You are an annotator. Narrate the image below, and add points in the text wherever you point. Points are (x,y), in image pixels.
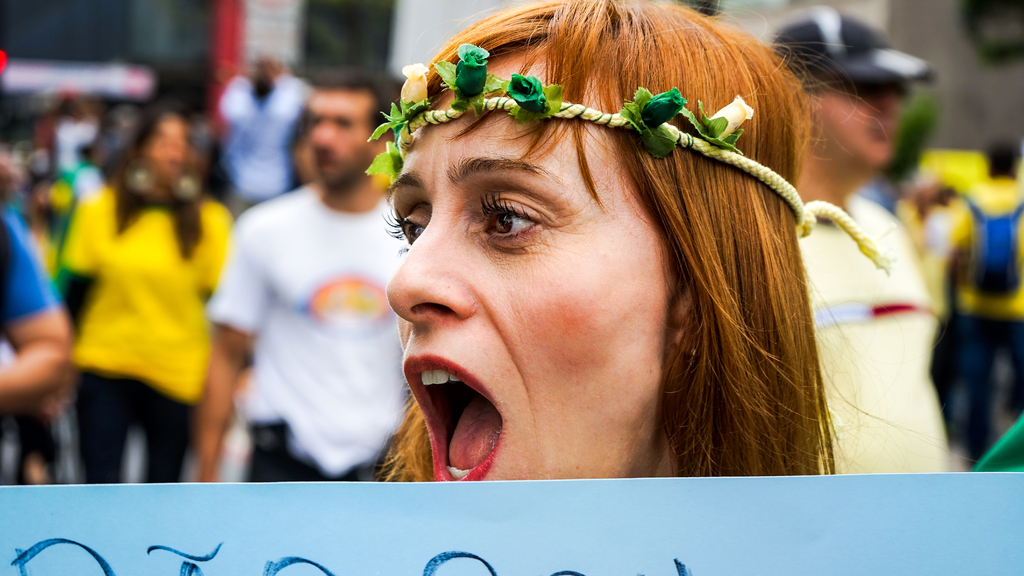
In the middle of the picture (669,304), we see a girl (649,270) wearing floral crown (484,98) and she is trying to talk something. At the bottom of the picture (428,537), we see a blue board (582,510) with text (164,545) written on it. Behind her, we see people (342,179) walking on the road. In the background (292,69), we see buildings (248,55). It is blurred in the background (950,117).
